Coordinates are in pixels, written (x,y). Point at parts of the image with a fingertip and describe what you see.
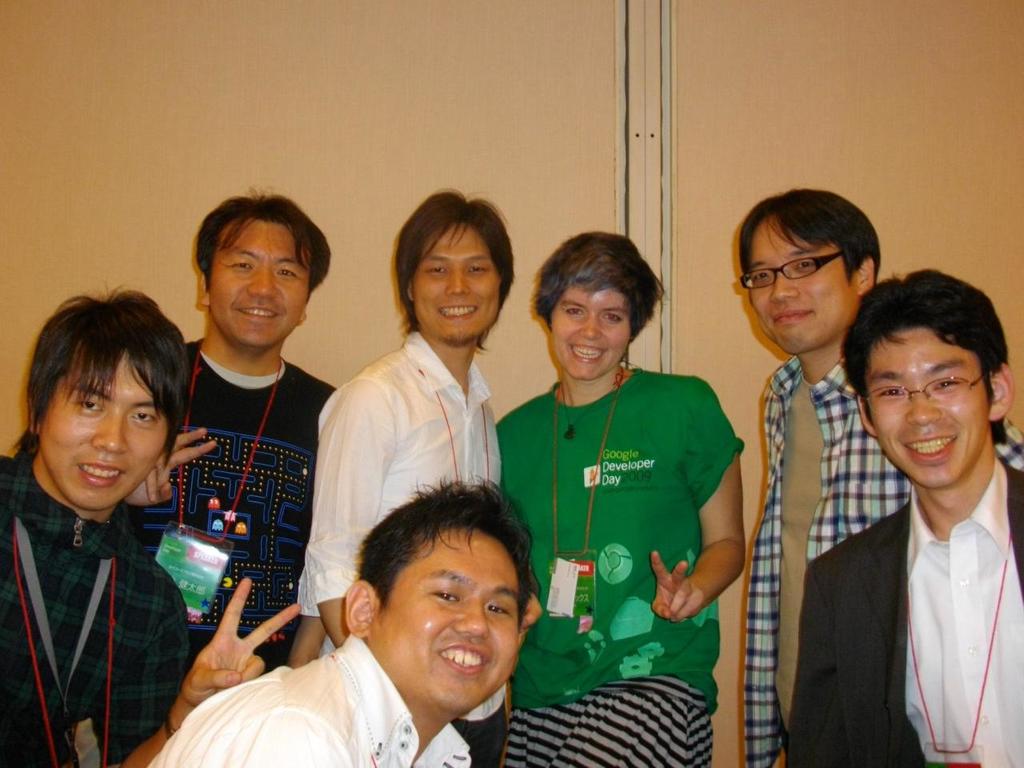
In this image, we can see a group of people (572,470) are seeing and smiling. Background (408,187) there is a wall (455,185).
